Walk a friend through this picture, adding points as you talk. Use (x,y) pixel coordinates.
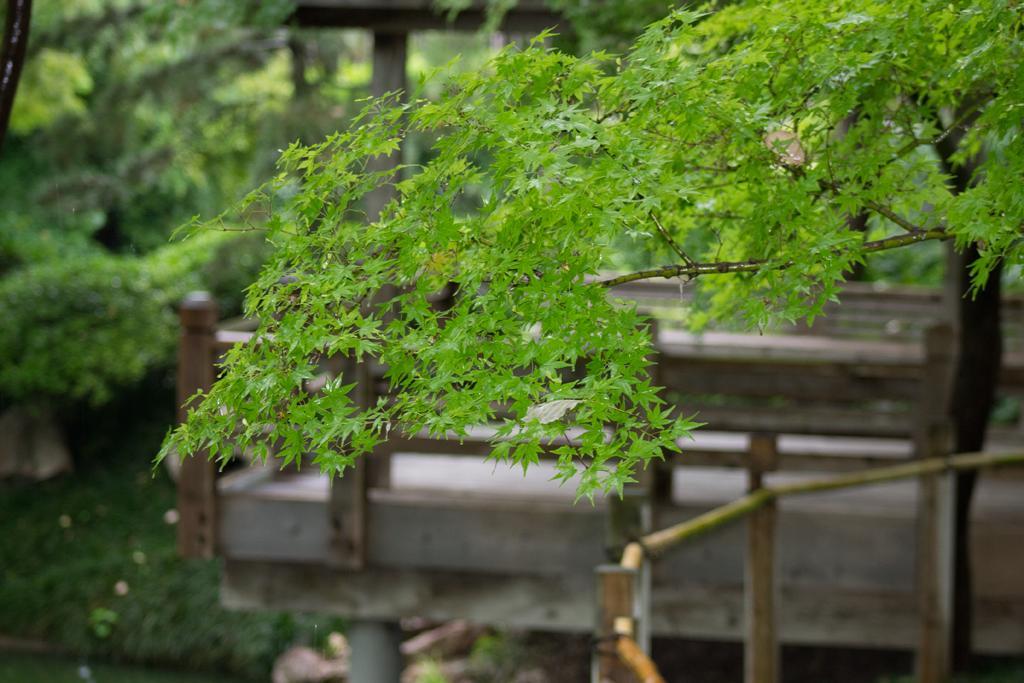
In this image there are plants (137,203) towards the left of the image (134,196), there is a plant (525,159) towards the top of the image (388,186), there is a wooden object (521,491) towards the right of the image (843,434), there is grass (115,549) towards the bottom of the image (132,530), there is an object (600,568) towards the bottom of the image (621,634).
